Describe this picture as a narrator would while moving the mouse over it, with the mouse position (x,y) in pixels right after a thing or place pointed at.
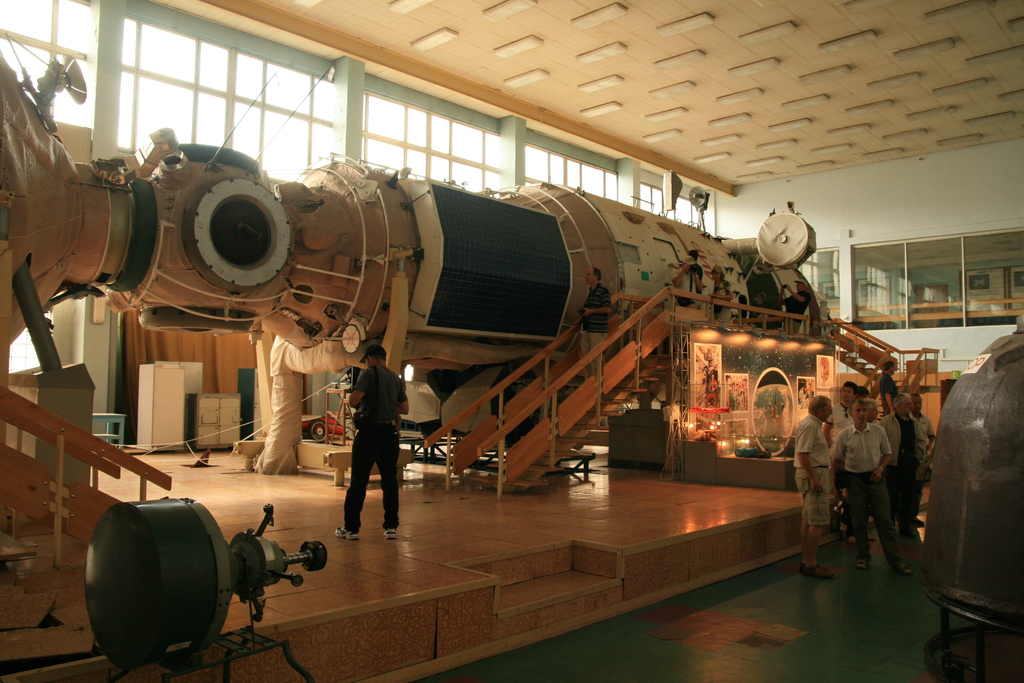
In the center of the image (501,263), we can see an equipment (565,262) and there are stairs (547,380), machines (255,534), boxes (189,385), tables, stands (649,415) and we can see a person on the stage (306,471). In the background (373,129), there are windows (300,119) and some people (907,425) on the floor (822,580) and on the right (973,490), there is an object (965,544) which is in black color. At the top (446,46), there is roof (536,106).
